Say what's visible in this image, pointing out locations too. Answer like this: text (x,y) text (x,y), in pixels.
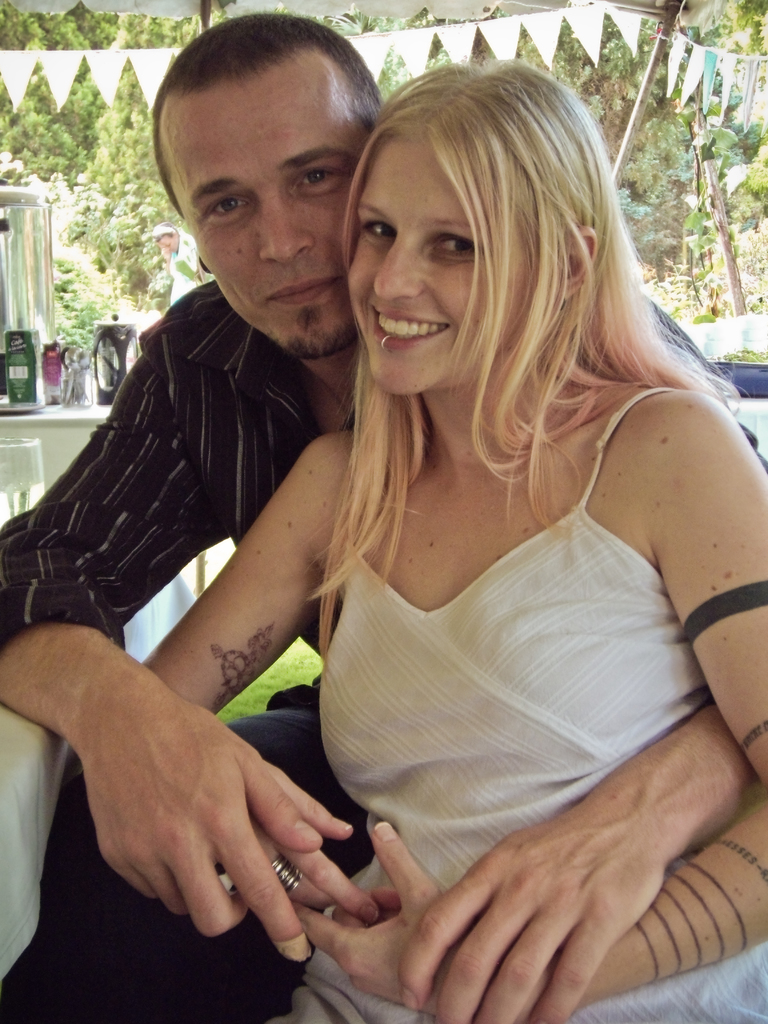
In this picture I can observe a couple (451,337). Both of them are smiling. In the background (67,126) I can observe trees (74,147).
